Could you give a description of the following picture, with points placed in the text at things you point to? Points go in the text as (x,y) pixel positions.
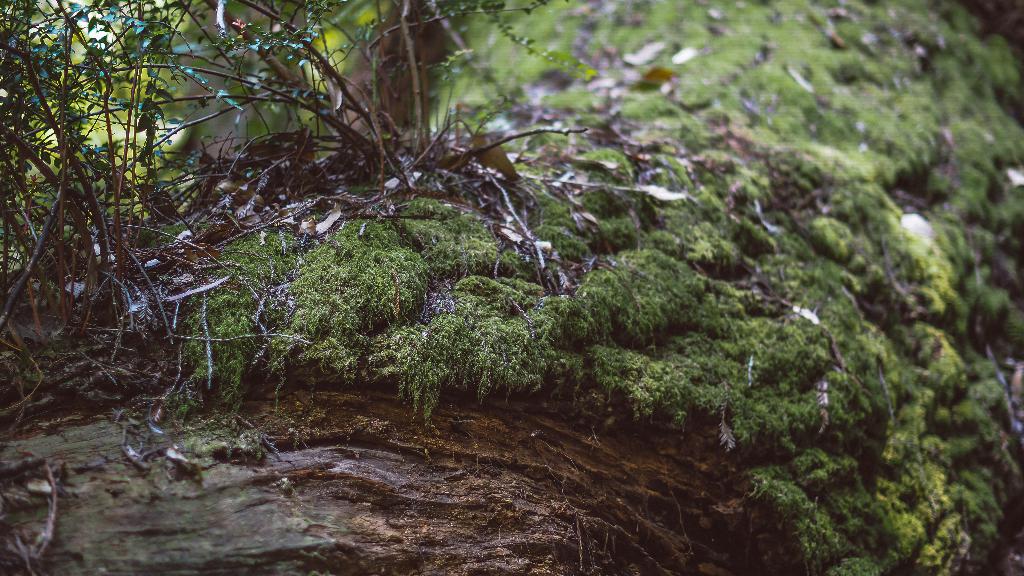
In this image I can see a tree trunk (349,496) and on it I can see some grass (730,261), few leaves (659,70) and a plant (374,147). I can see the blurry background (668,58) which is green in color.
